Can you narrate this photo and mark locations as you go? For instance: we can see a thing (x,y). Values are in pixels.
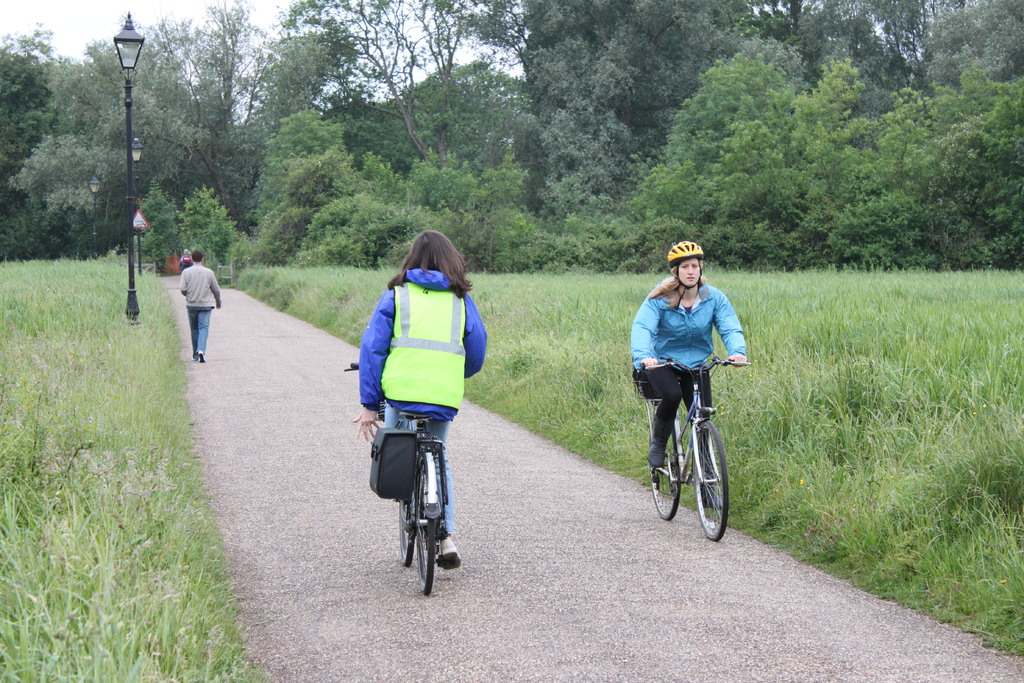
In this image there is a path (367,632) on that path (341,511) there are two women (669,426) cycling and two persons (205,305) are walking, on either side of the path (273,538) there is grass (483,370) and light poles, in the background (56,153) there are trees (519,39).
